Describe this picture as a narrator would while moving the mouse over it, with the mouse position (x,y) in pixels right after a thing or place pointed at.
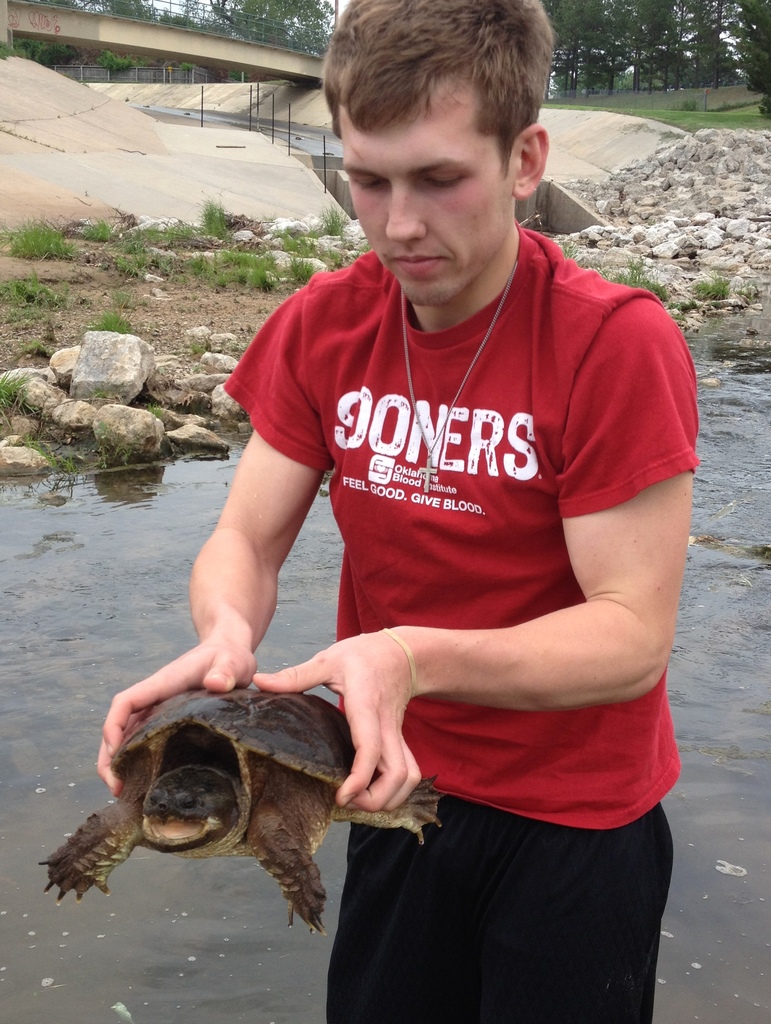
In the foreground of the picture (527,370) there is a person (358,637) holding a tortoise (229,758) and there are stones (204,433) and a water body (754,819). In the center of the picture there are stones (755,160), shrubs (47,253) and canal (135,171). In the background (82,28) there are trees (593,65), fencing (298,41) and a bridge (192,47).
